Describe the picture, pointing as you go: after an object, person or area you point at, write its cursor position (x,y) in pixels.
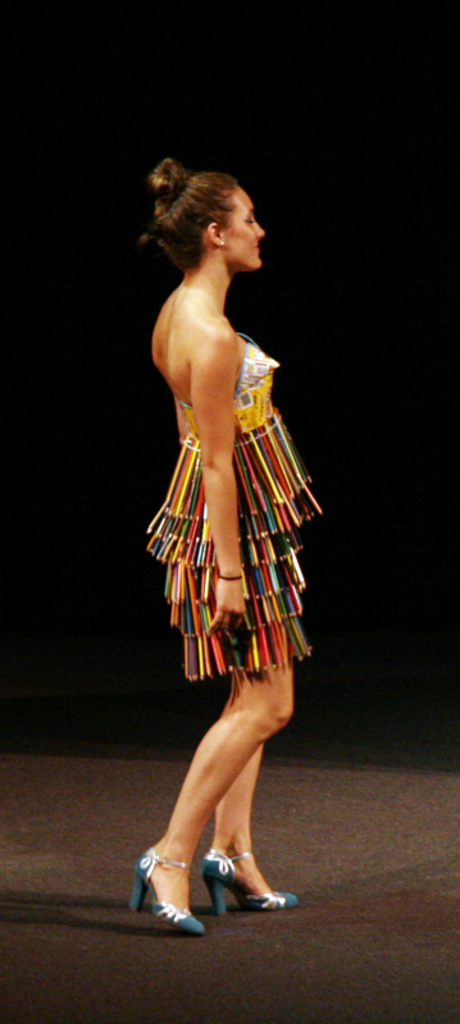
In this picture there is a woman (252,591) standing and smiling.
